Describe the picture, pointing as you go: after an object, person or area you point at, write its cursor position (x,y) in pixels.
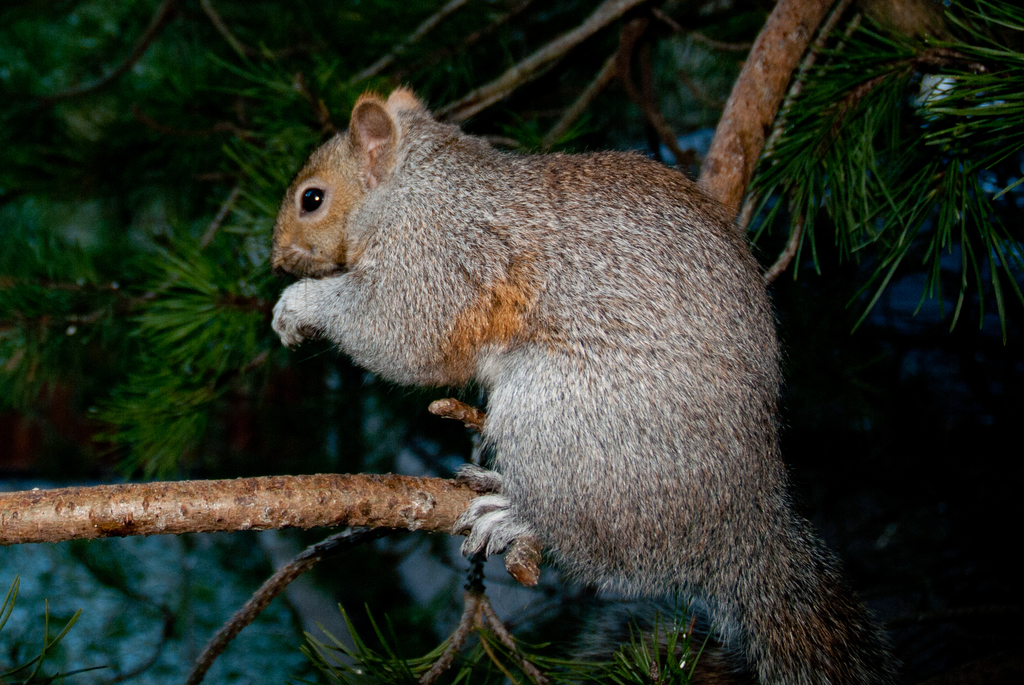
In this image, we can see a squirrel (592,225) in the tree (446,504).
